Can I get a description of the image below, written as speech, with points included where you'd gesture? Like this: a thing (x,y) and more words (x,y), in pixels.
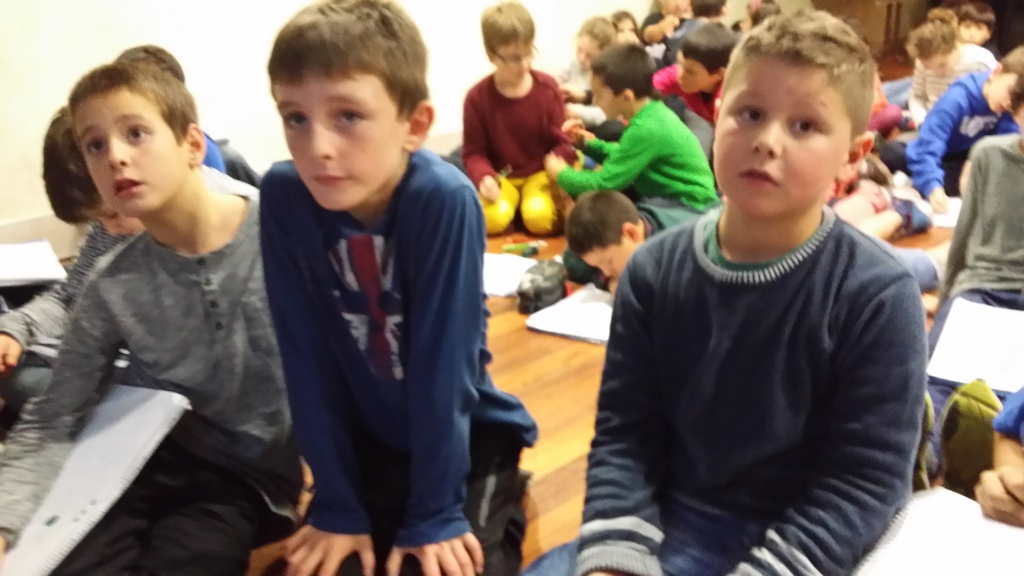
In this picture there are group of people (619,179) sitting. At the back (461,22) there is a wall (470,10). At the bottom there are books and there are objects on the floor (573,444).
